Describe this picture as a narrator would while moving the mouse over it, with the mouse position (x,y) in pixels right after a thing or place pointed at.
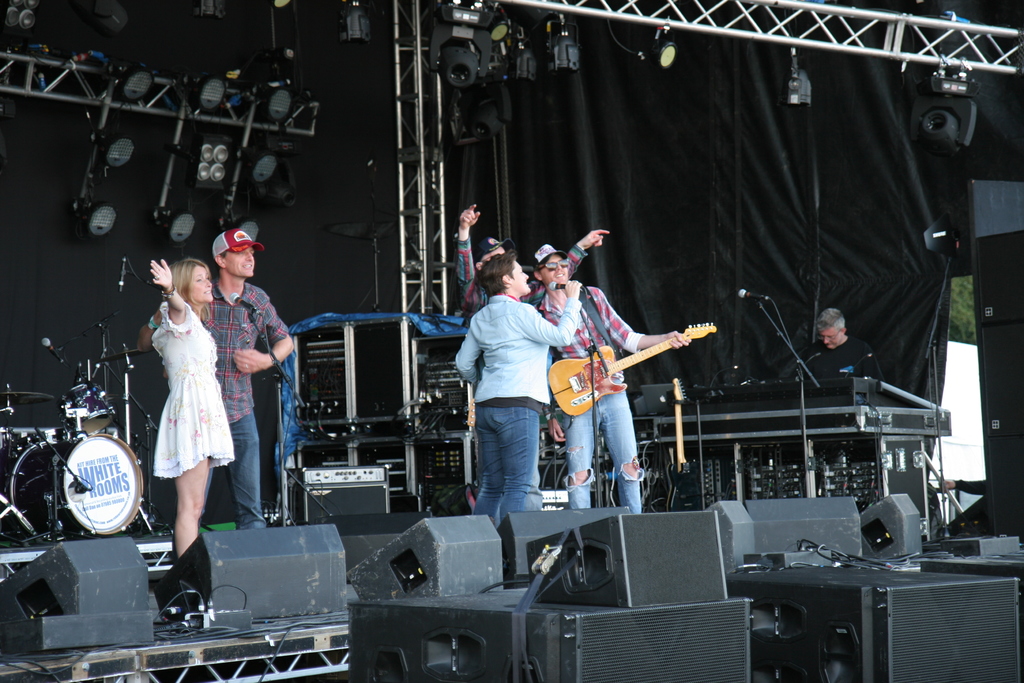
These five persons (527,323) are standing and singing, this person (595,293) holding guitar (584,372), this person (533,379) holding microphone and this person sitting and playing musical instrument (793,400). We can see microphones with stands (796,346). On the background (602,179) we can see curtains (774,186), focusing lights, musical instrument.
